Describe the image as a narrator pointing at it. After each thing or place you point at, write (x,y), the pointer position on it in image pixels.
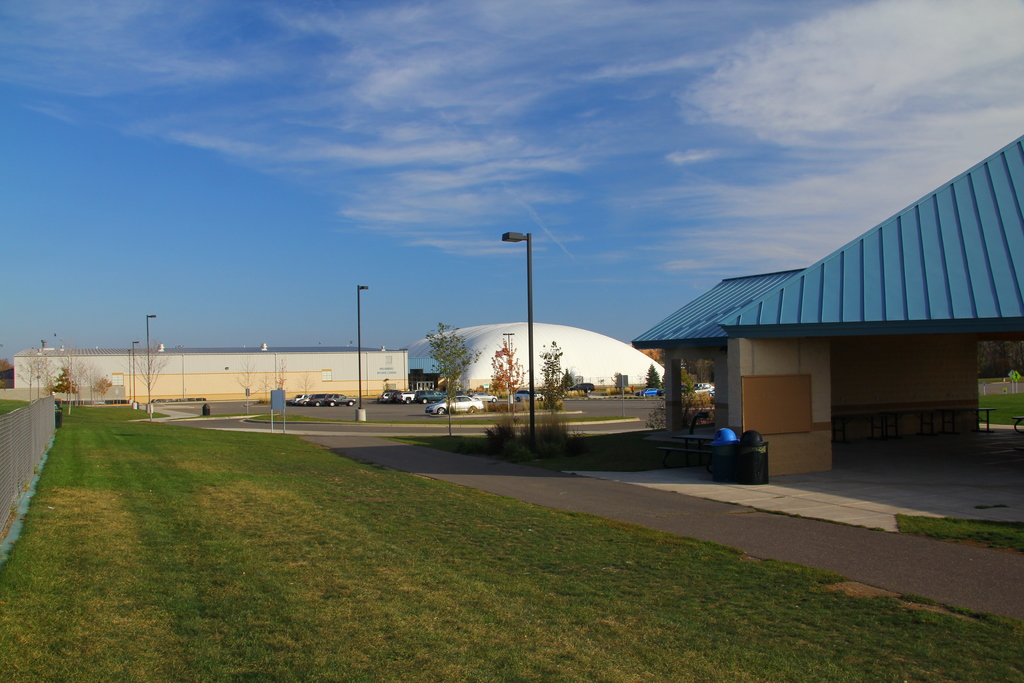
In this image I can see few light poles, vehicles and I can also see the grass (483,517) and plants (656,426) in green color. In the background (350,223) I can see few buildings (804,390) and the sky (398,190) is in blue and white color.
